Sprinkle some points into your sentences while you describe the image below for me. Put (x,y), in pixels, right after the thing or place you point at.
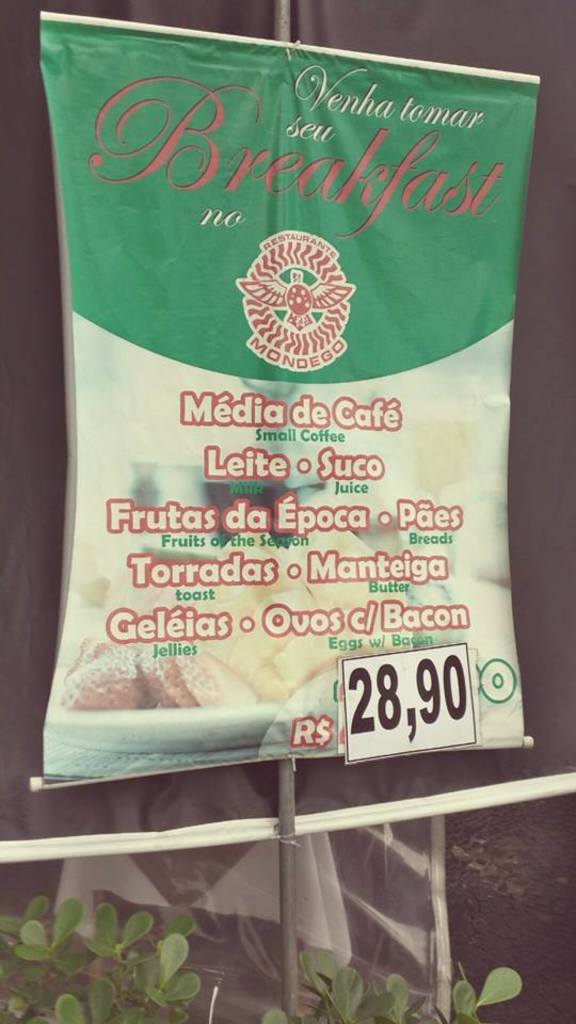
In this image is a banner (298,372), there is a metal rod (292,874) truncated, there is text (299,615) on the banner (287,406), there are plants (123,1007) truncated towards the bottom of the image (508,986), the background of the image (54,471) is dark.
